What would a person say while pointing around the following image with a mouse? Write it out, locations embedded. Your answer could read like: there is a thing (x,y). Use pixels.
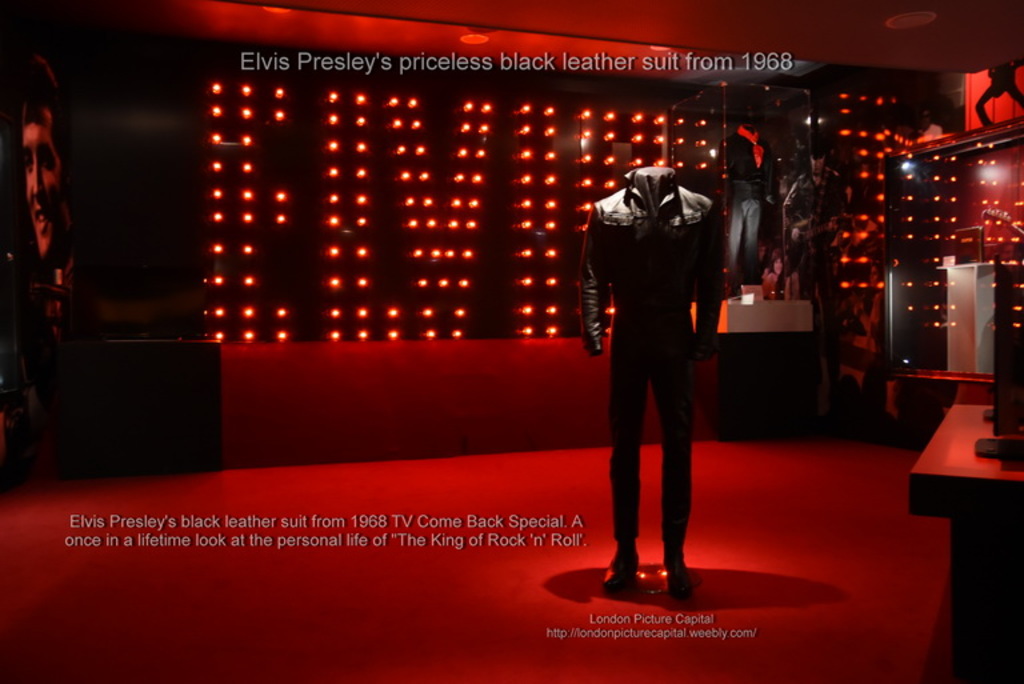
Here we can see mannequin (620,331). Background (583,185) we can see screen (63,68), mirror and lights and we can see text (308,524).
